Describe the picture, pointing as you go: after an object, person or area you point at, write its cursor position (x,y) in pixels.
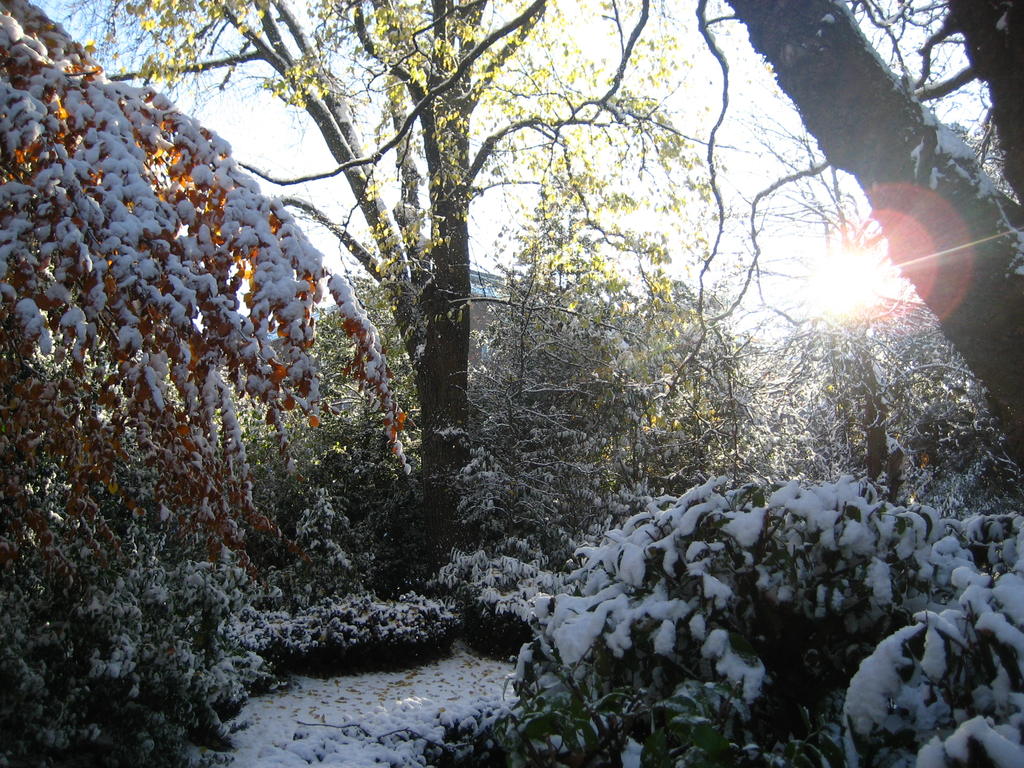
To the bottom of the image (347,678) there is a ground (311,756) with snow (375,720). And there are few plants (150,539) with snow (628,575) on it. In the background (634,341) there are trees (581,334) with snow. And also there is a sunlight (844,293).
